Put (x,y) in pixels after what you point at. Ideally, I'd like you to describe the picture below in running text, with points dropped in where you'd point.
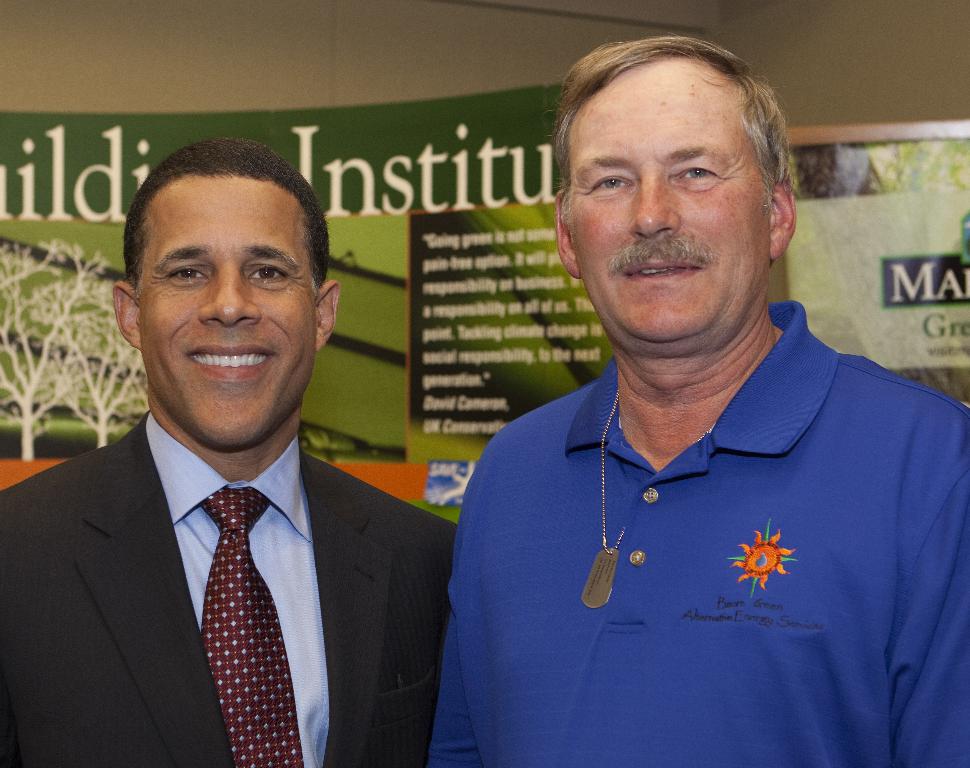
There are two men (375,537) smiling. Background (513,135) we can see banners (527,221) and wall (244,103).
